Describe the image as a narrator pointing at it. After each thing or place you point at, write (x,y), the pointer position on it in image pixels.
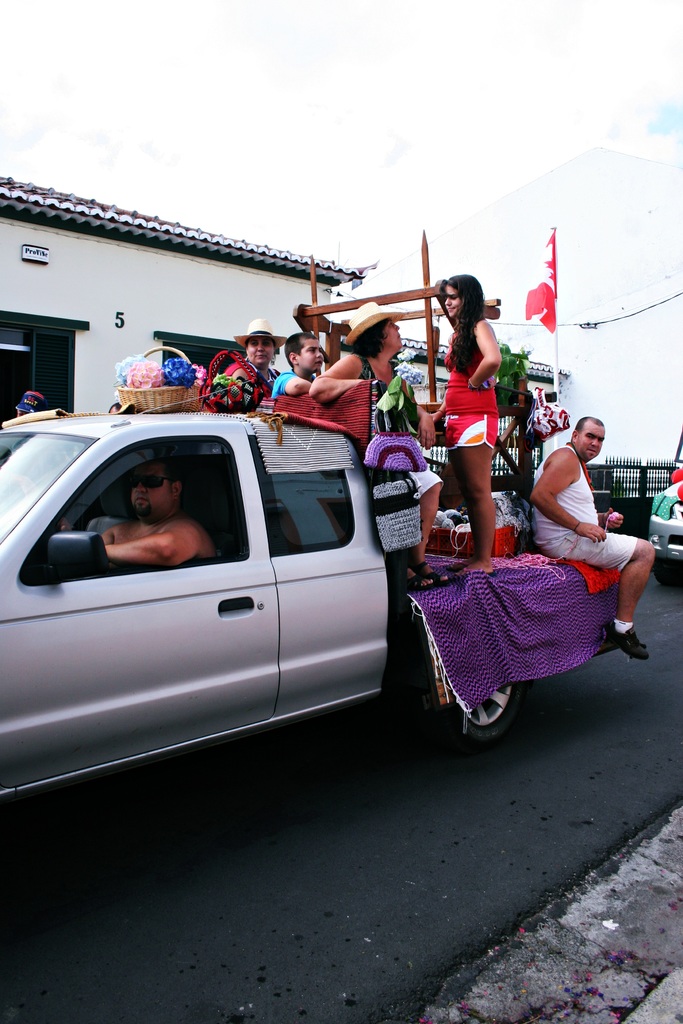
In this picture we can see a car (260,539) and on car (302,511) some people (275,339) are sitting and standing and here we can see basket (186,405) with flowers (143,360) in it and inside the car (186,482) person (150,537) wore goggles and in background (60,261) we can see house (114,306) with window (62,353), flag (547,249), sky (268,131), fence (656,478) and this car (284,570) is on road (540,782).
